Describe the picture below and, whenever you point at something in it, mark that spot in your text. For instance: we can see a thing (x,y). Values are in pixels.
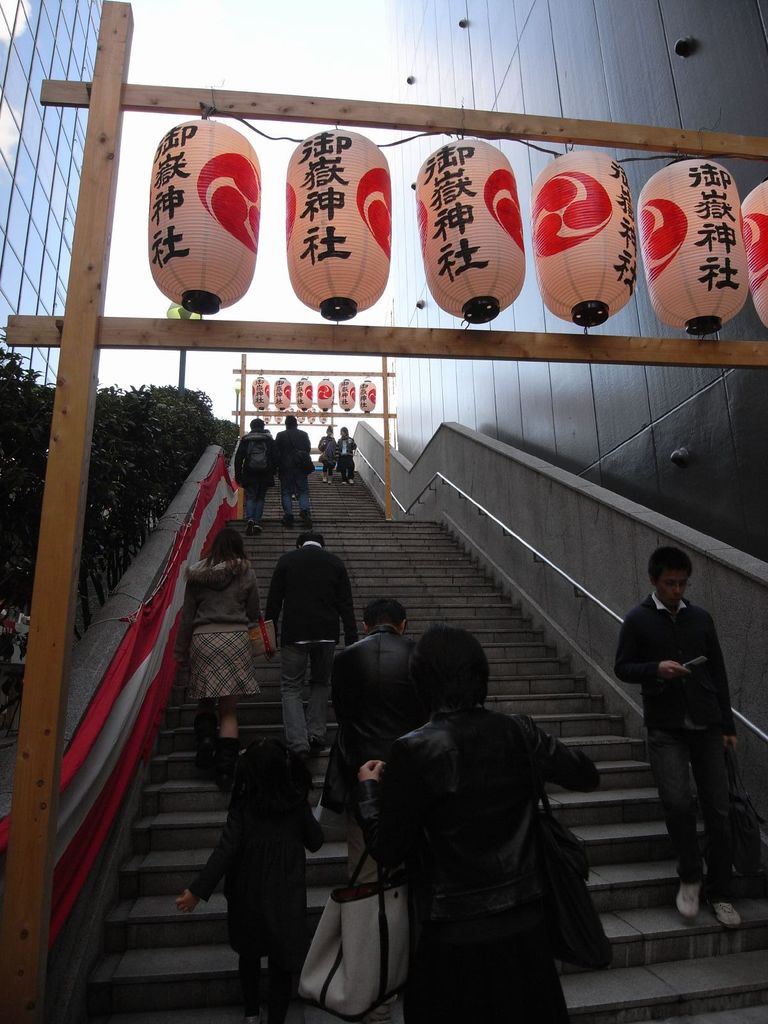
In this picture I can see the steps (212,998) in front (227,1022), on which there are number of people (441,633) and in the center of this picture (327,375) I can see the wooden things (62,417) and I see few Chinese lanterns (383,175) and I see something is written on it. In the background (44,484) I can see a building (45,300), few plants (6,581) and few more Chinese lanterns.
